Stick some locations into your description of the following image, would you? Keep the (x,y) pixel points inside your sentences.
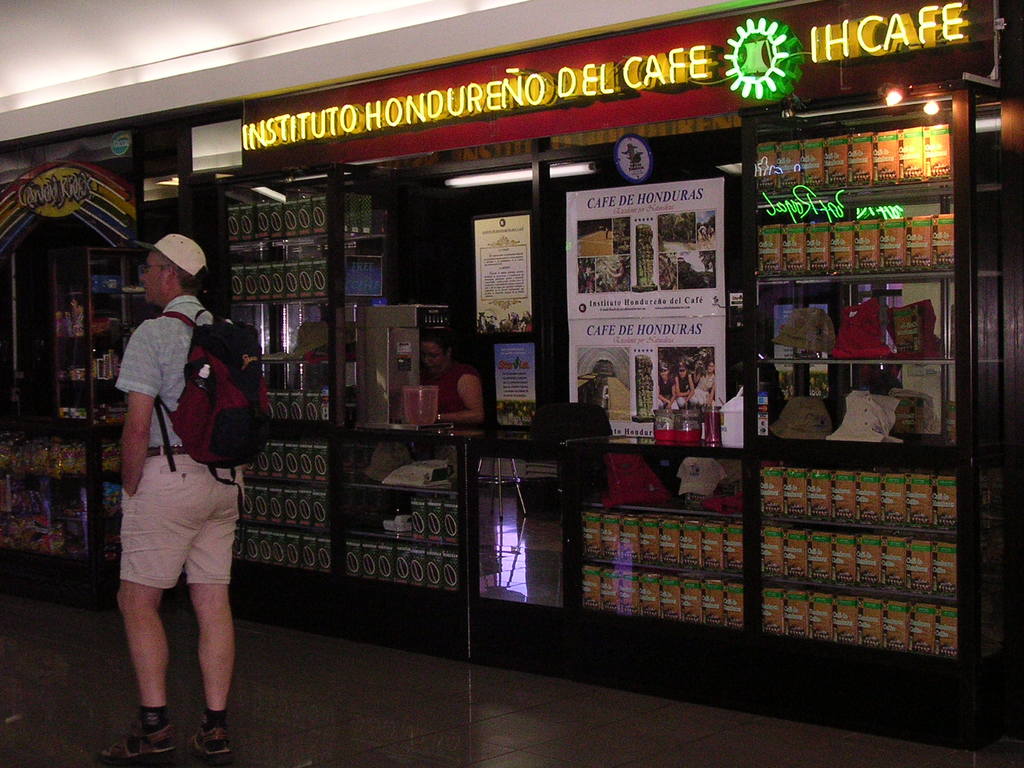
In this image a person (183,505) wearing a bag (213,350) visible on the left side (141,547) in front of shop (395,464), on the wall (724,46) of the shop (474,92) there is a text (377,127) at the top (242,126), in the shop (346,235) there are few glass shelves (799,299) in which there are few coffee packets (447,502) and a person (471,397) visible beside it, on the left side (24,521) I can see a rack (100,445) in which there are few food packets (46,463).
